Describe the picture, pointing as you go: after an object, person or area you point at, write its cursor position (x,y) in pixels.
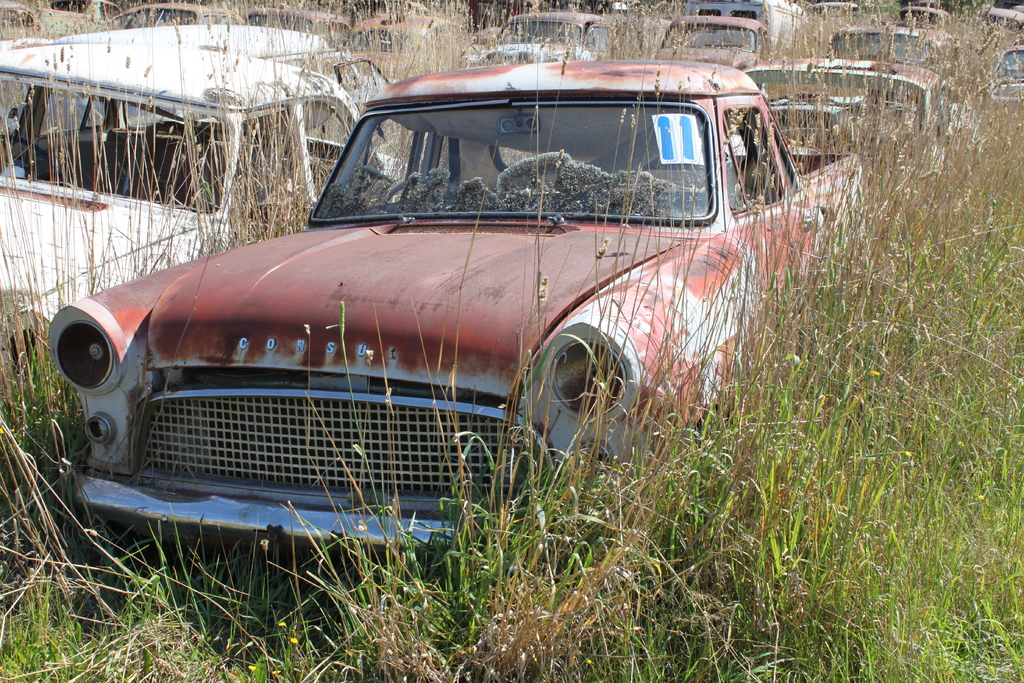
In this image there are a group of vehicles (622,136), there is grass (713,508), there is a paper (671,138) on the car (638,186), there is number (689,143) on the paper (676,139).
